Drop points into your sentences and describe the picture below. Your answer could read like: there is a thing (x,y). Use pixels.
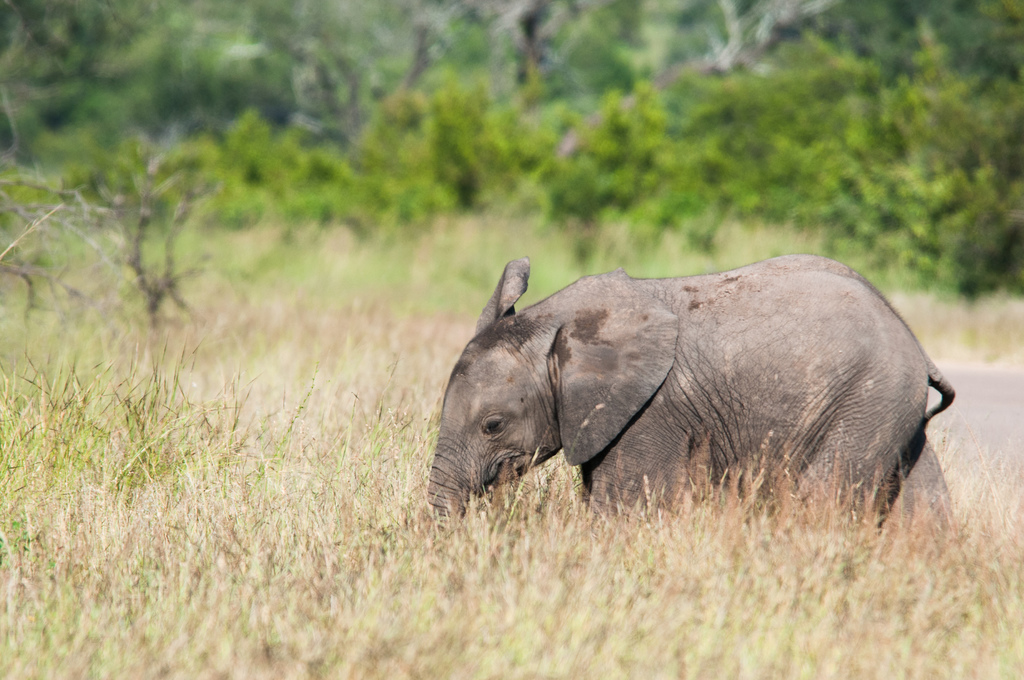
In the center of the image (610,425) there is an elephant (711,431). In the background (239,403) there are trees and grass (452,312).
